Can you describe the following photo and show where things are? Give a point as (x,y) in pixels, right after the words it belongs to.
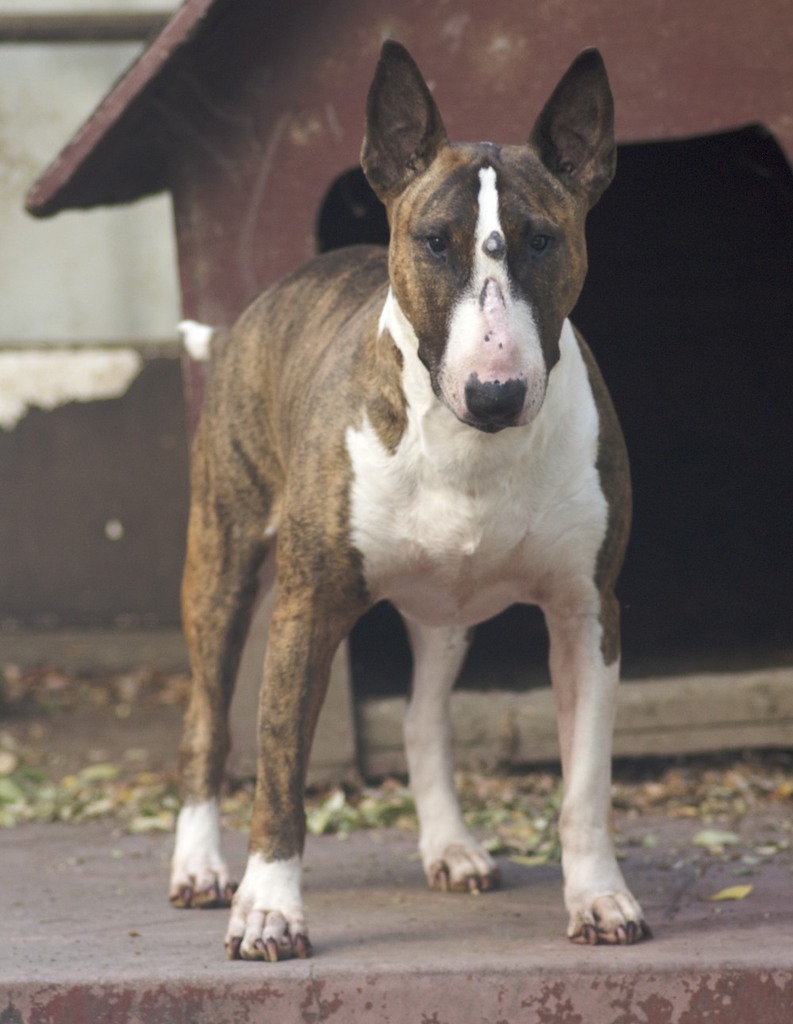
In this picture we can see the brown and white color dog (463,513) standing in the front (548,339) and looking into the camera. Behind there is a small dog shed house (242,160).
